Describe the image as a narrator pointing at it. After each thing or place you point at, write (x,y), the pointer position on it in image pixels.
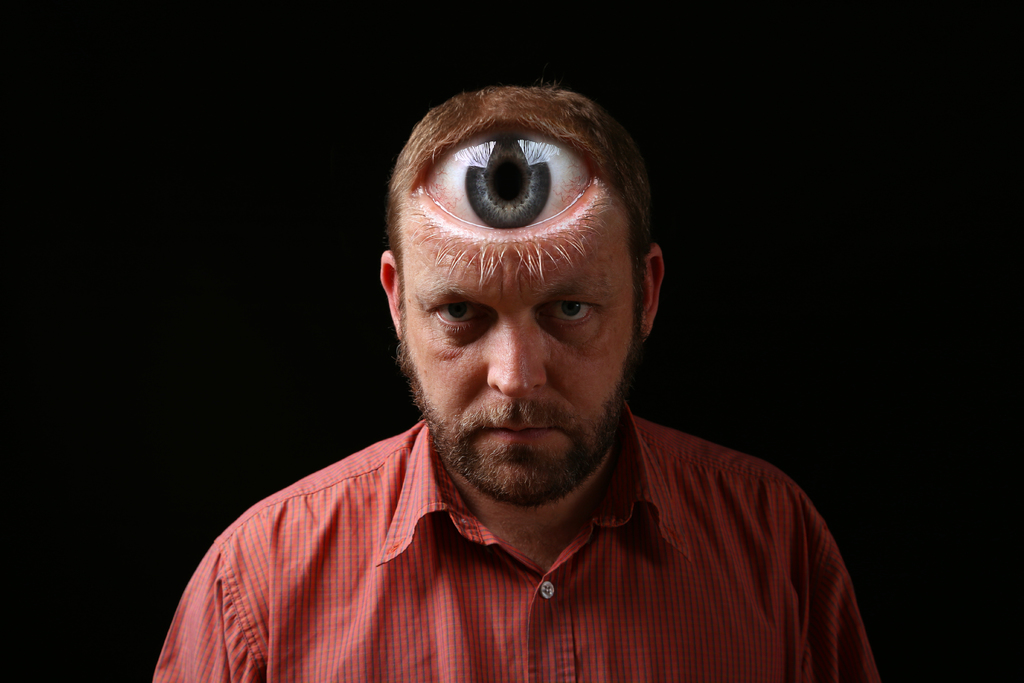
In this image I can see a person (411,652) wearing red color shirt (357,555) and I can see black background (168,234).
